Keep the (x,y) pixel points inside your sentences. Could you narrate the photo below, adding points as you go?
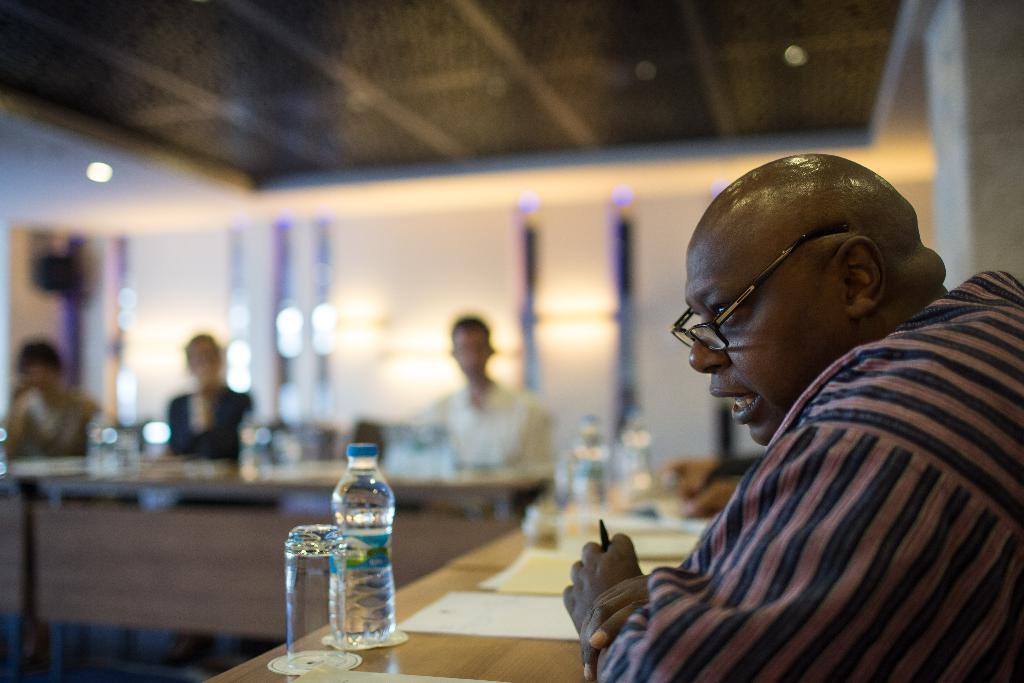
In this picture we can see four men (817,409) sitting on chairs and in front of them on table (487,529) we have bottles (373,511), glasses (318,603), papers (525,593) and in background (300,251) we can see wall (128,234), light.
